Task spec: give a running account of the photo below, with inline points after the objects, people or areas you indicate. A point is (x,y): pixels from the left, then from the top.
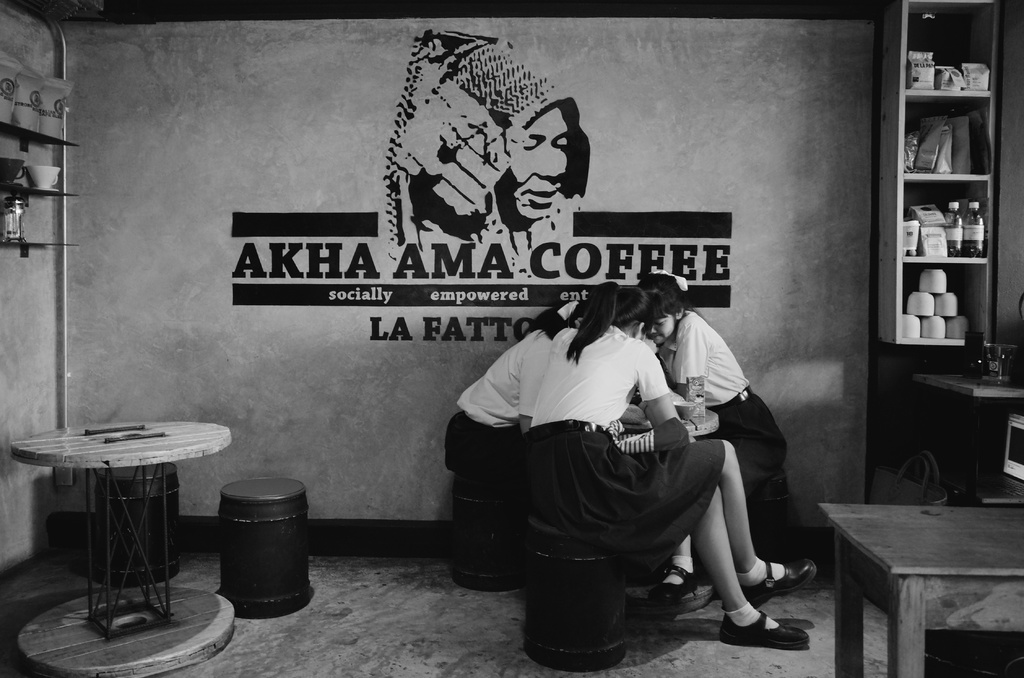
In the center (531,325) we can see three girls (716,474) were sitting on the stool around the table (705,412). On the left (174,484) we can see one more table (111,444), two stools (259,522). On the right (983,591) we can see one more table (974,559). Back we can see wall (704,148) named as "Coffee". We can see shelves (962,290) and some coffee products (937,309).
